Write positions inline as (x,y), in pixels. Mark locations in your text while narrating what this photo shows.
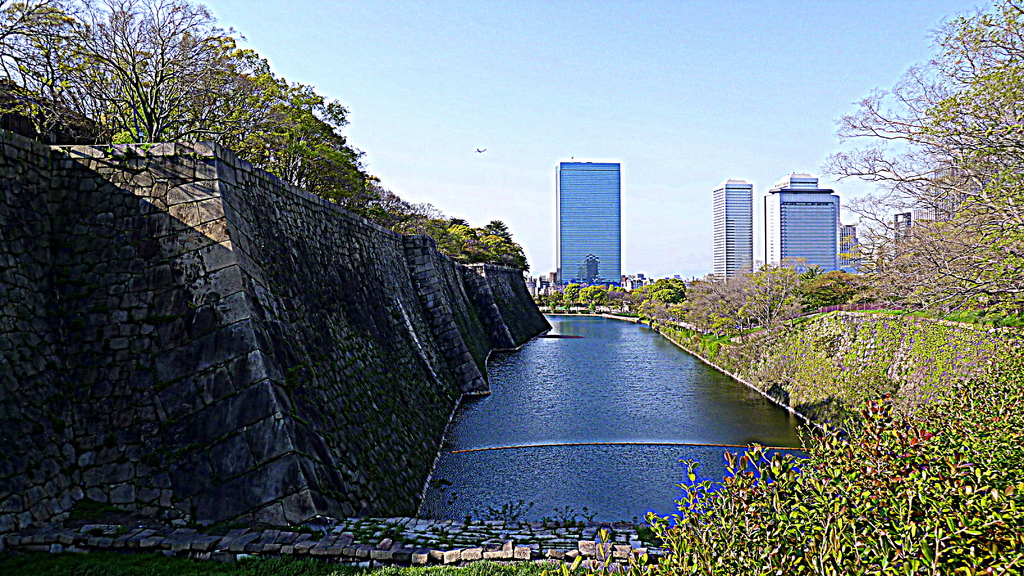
This picture might be taken from outside of the city. In this image, on the right side (965,234), we can see some trees (984,203), plants (1022,455), buildings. On the left side (339,337), we can see a brick wall (238,248), trees (289,109), plants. In the background (586,288), we can see some trees (869,294), plants (586,288), buildings (595,269), airplane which is in the air (677,59). At the top (684,66), we can see a sky (665,195), at the bottom (622,420), we can see a water (623,490) in a lake (681,490) and plants (943,456) and a grass (60,555) on the land (160,553).
